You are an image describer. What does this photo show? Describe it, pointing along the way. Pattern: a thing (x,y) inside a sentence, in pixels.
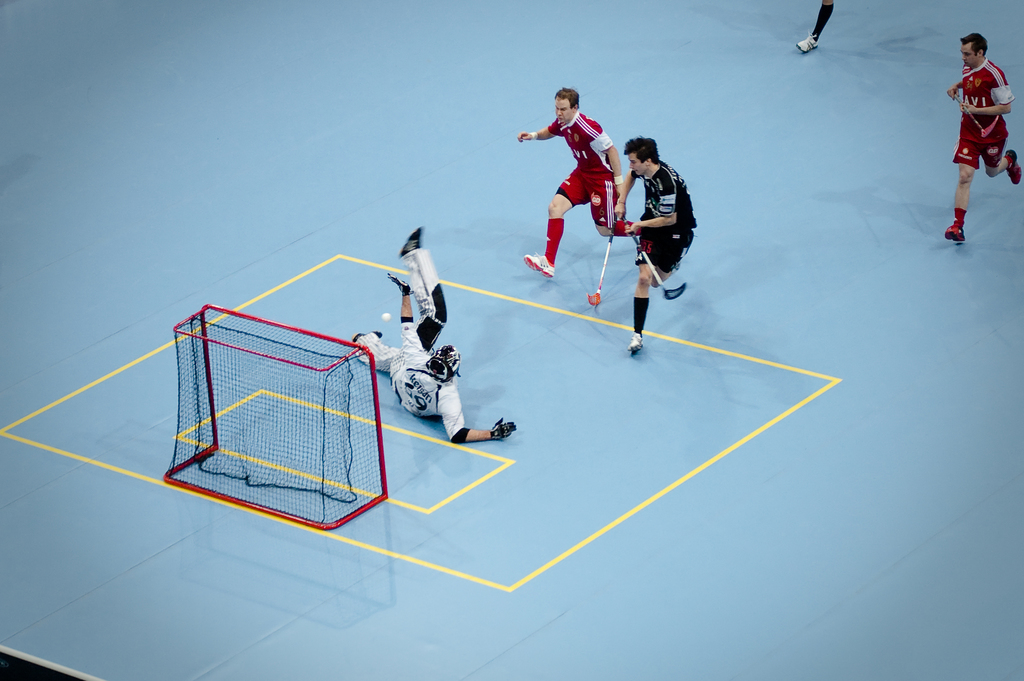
In this image I can see group of people (449,396) playing game. In front (429,398) the person (431,379) is wearing white and black color dress (431,379) and I can also see few hockey sticks (660,286). I can see the net (301,421) and the floor (605,394) is in blue color.
